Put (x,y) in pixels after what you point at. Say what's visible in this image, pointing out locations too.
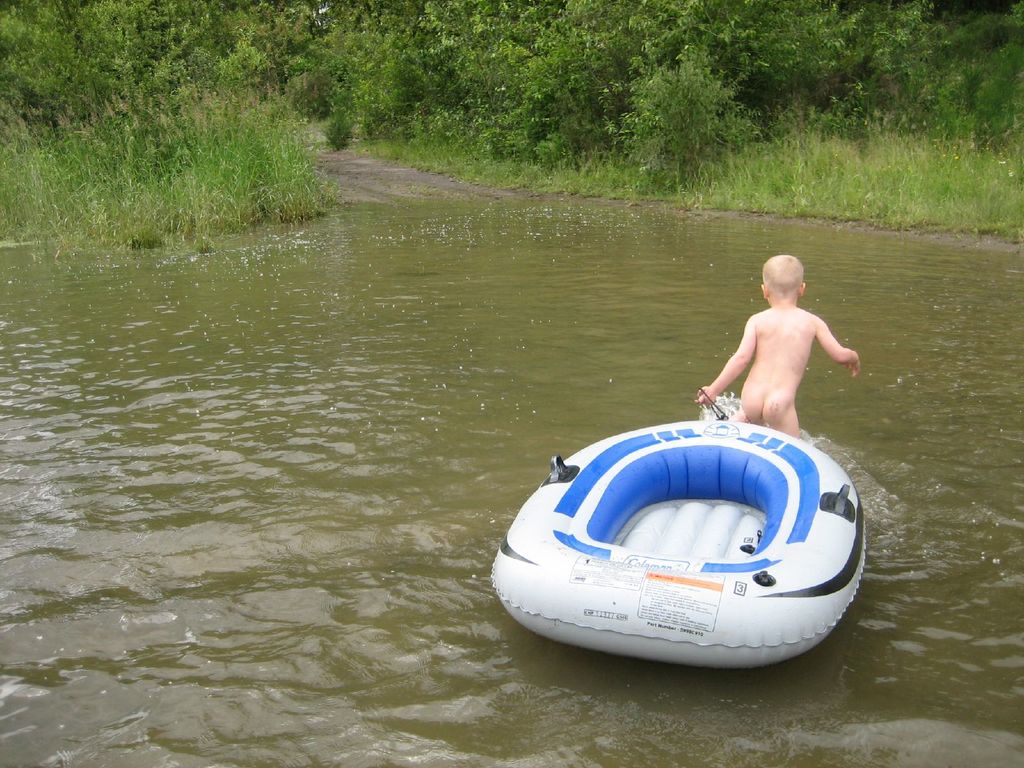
In this picture there is a kid (781,428) and we can see boat (598,528) above the water (444,292). In the background of the image (507,96) we can see grass (289,120) and trees (336,49).
